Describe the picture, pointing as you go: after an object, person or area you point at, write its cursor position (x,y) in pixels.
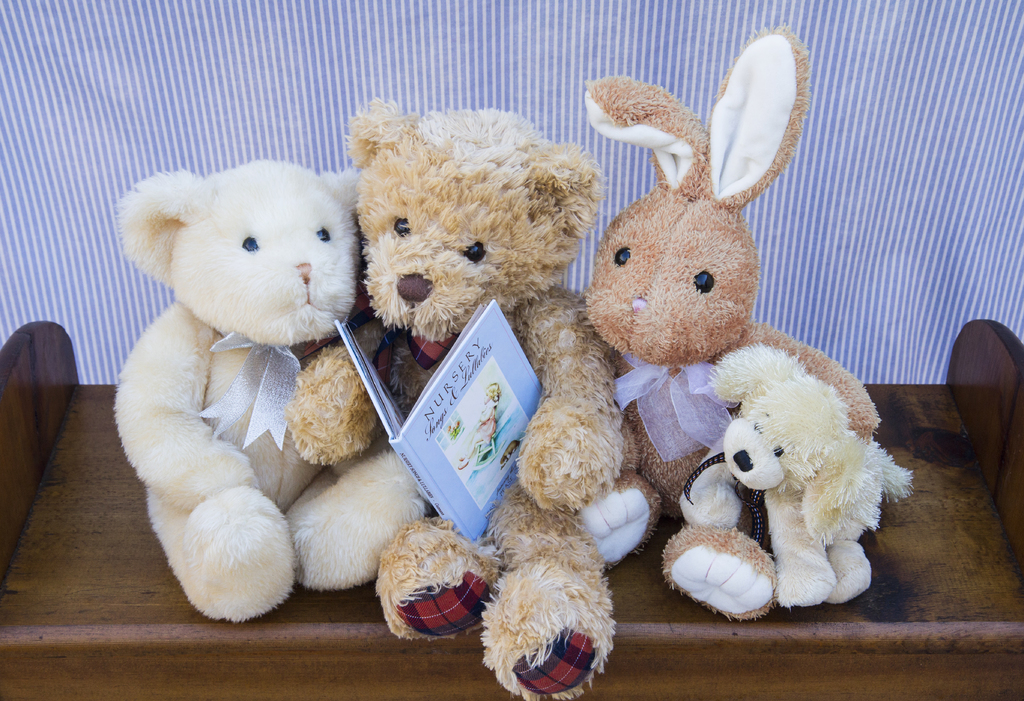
In this image I can see the brown colored bench (52,598) and on it I can see few soft toys (213,422) which are cream, brown and pink in color. I can see a book (513,386) on the toy (465,292) which is in the middle (483,301). I can see the white and purple colored background (241,133).
